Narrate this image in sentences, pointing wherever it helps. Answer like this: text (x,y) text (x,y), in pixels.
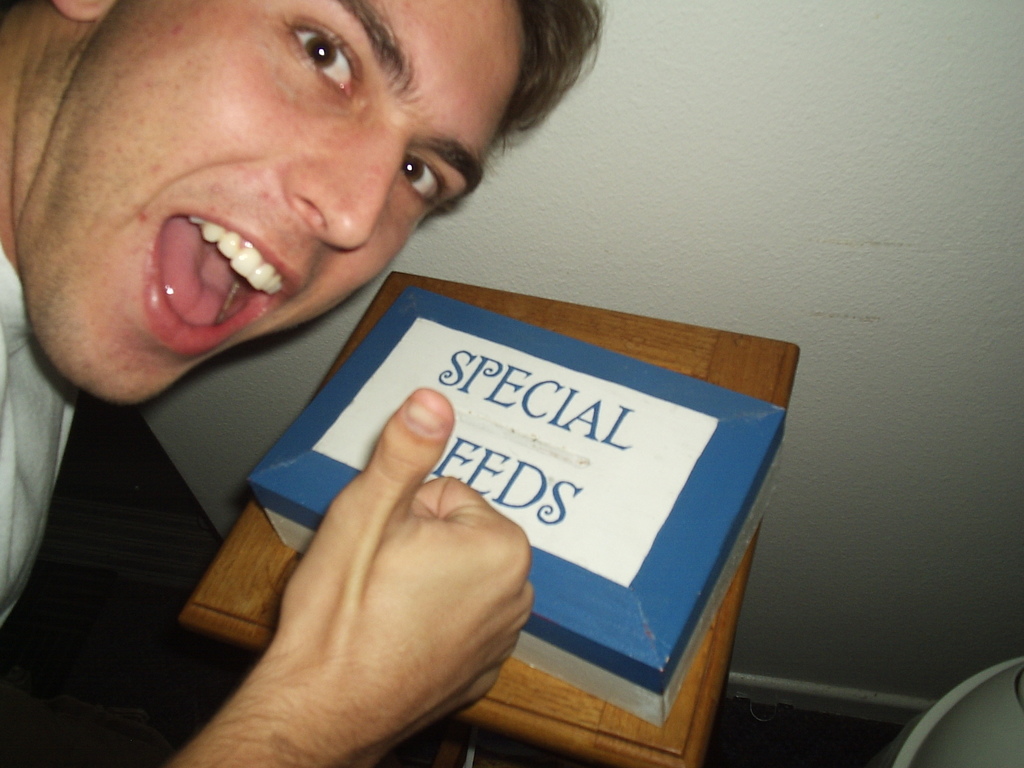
On the left side (91,203), there is a person (61,211) in a white color t-shirt (16,304), smiling and showing a thumb (372,510). Beside him, there is a box (349,376) arranged on a wooden surface (553,302). On the right side (952,734), there is an object (953,721). In the background (896,107), there is a white wall (681,104).
